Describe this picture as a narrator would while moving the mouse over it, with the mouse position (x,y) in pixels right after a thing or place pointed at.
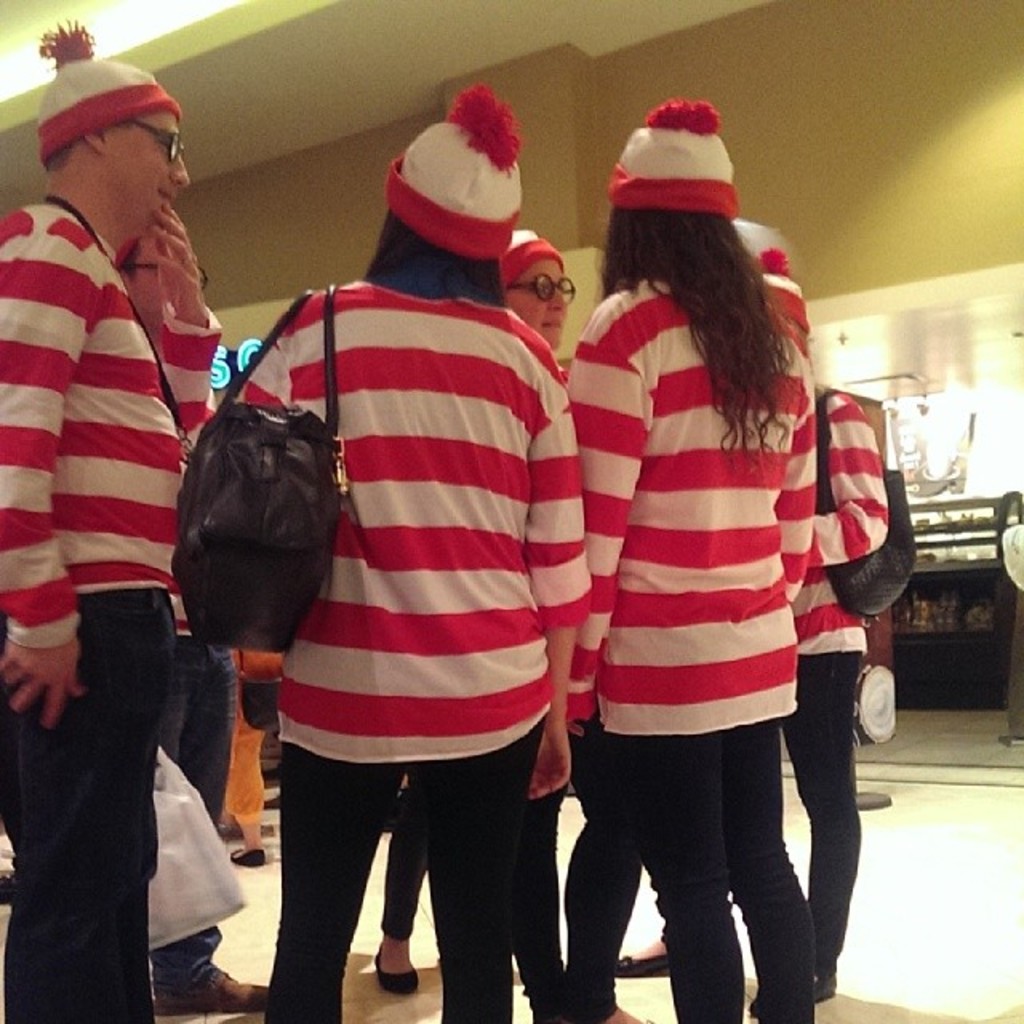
In the foreground (222,507) I can see a group of people (381,457) are standing on the floor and are wearing bags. In the background (631,71) I can see a wall (595,86) and a table (979,607). This image is taken may be in a hall (351,44).
